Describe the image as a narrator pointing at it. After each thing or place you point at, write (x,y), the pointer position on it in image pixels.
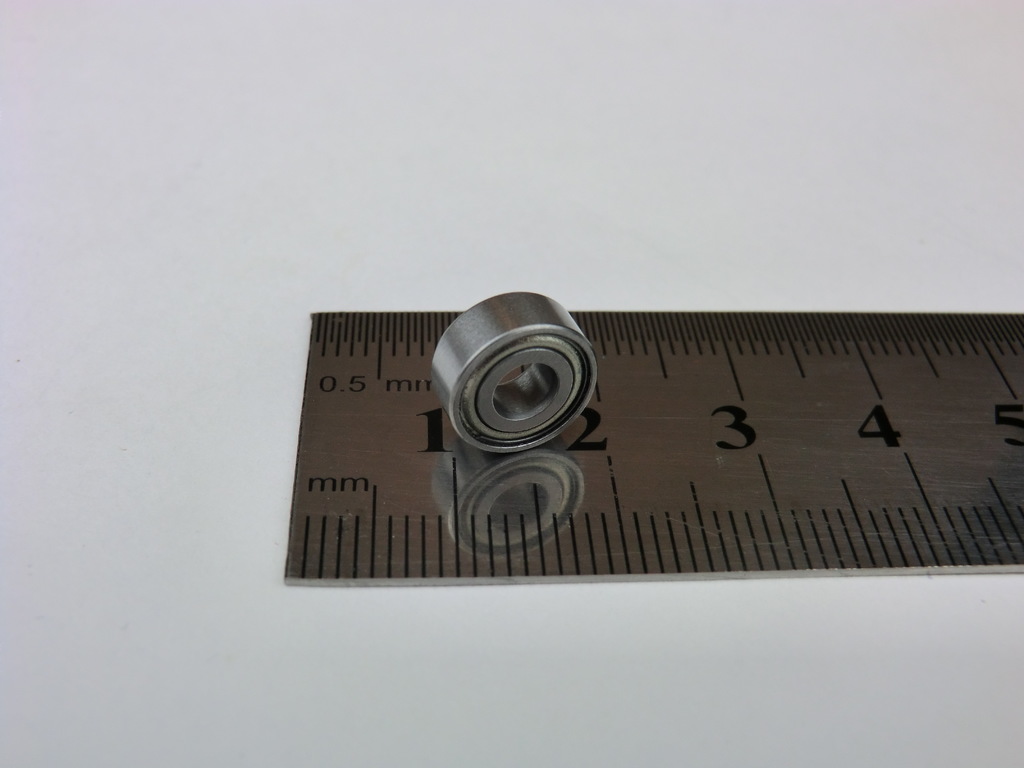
Here we can see a bearing (513,360) on a scale (464,468) on a platform (440,276).
